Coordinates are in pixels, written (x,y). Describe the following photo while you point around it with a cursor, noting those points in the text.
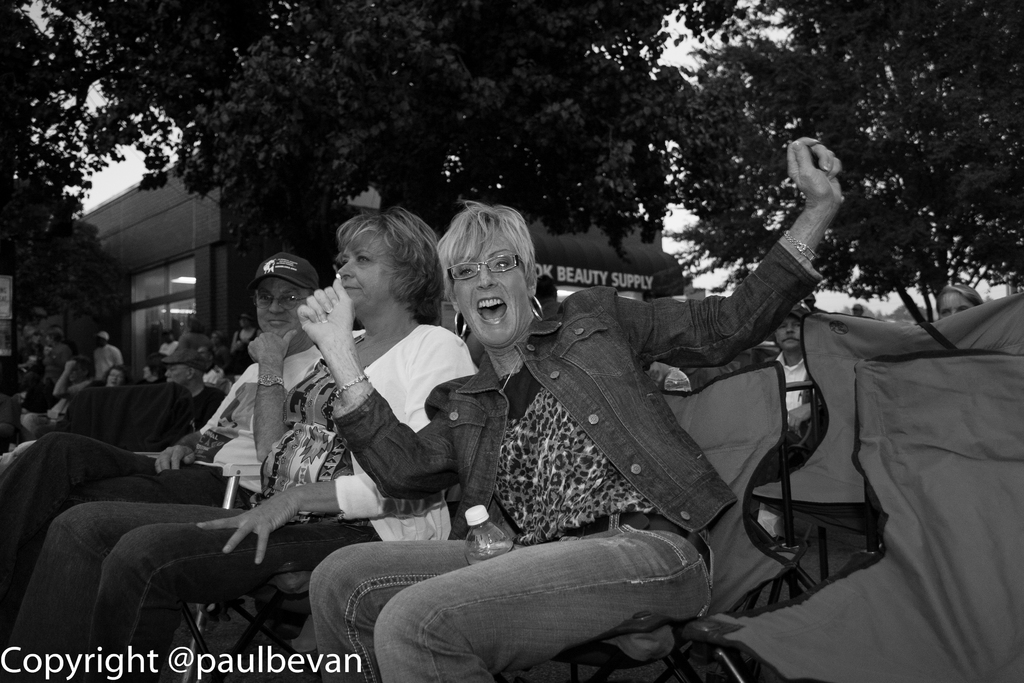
In this picture we can see some people (216,438) sitting on chairs (166,401), in the background (231,322) there is a building (219,296), we can see trees (781,141) here, at the left bottom (196,677) there is some text (210,673).
